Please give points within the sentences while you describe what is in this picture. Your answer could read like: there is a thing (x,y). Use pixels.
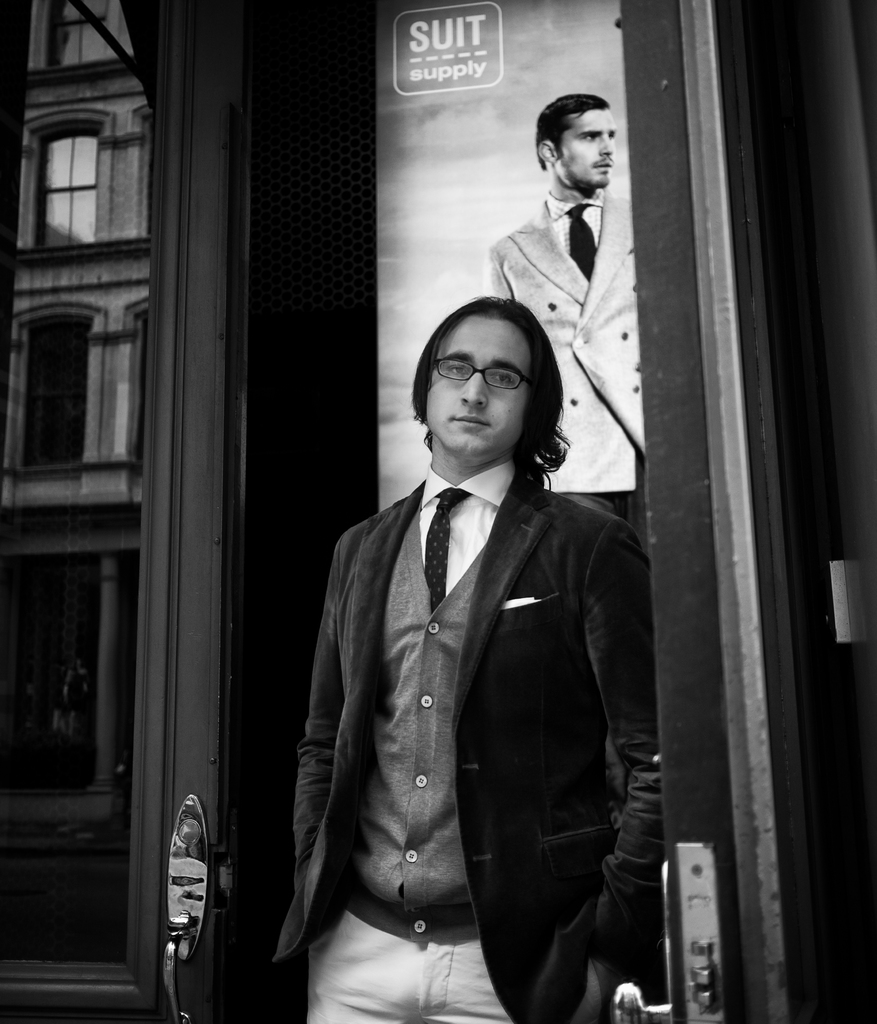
In this image there is a person (485,582) standing, there is a board (525,229) behind the person (434,371), there is a person (553,200) and text (455,72) on the board (456,139), there is a mirror (82,291) truncated towards the left of the image (135,415), there is a building (88,369) truncated towards the left of the image (120,249), there is an object (849,124) truncated towards the right of the image (721,403).
